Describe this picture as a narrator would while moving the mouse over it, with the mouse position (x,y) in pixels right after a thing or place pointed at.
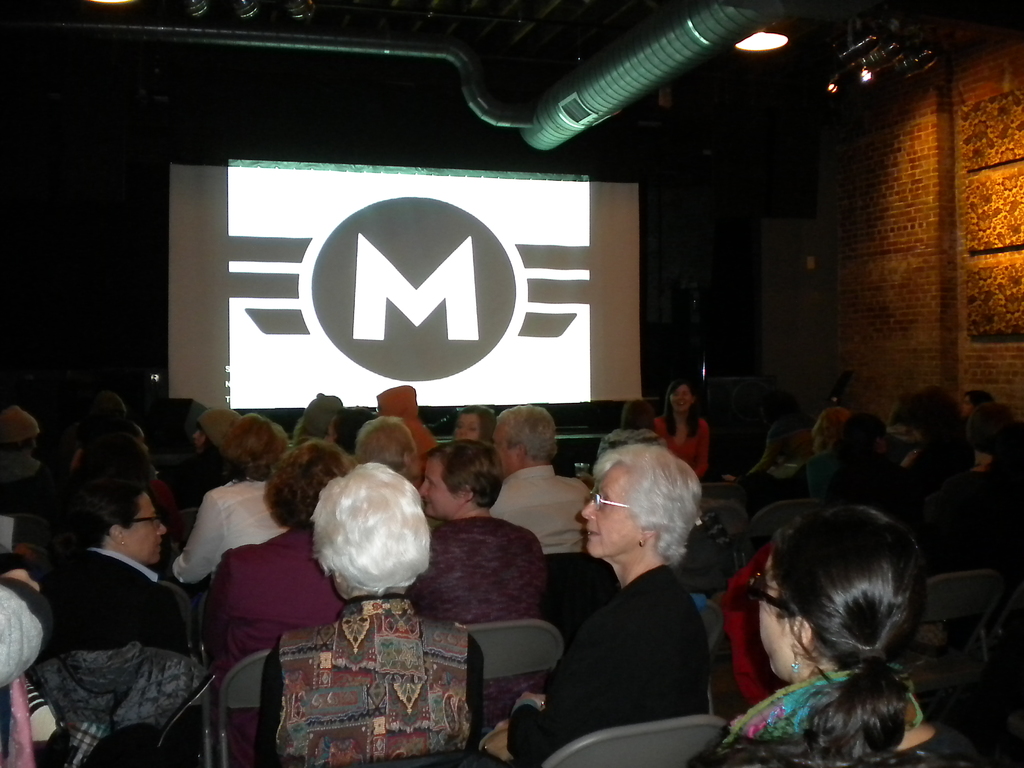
In this image I can see number of persons (386,611) are sitting on chairs (509,666) and the wall (895,250) which is made up of bricks (952,254). I can see a huge screen (426,222), few green colored pipes (605,69), few lights (768,34) and the dark background (26,81).
